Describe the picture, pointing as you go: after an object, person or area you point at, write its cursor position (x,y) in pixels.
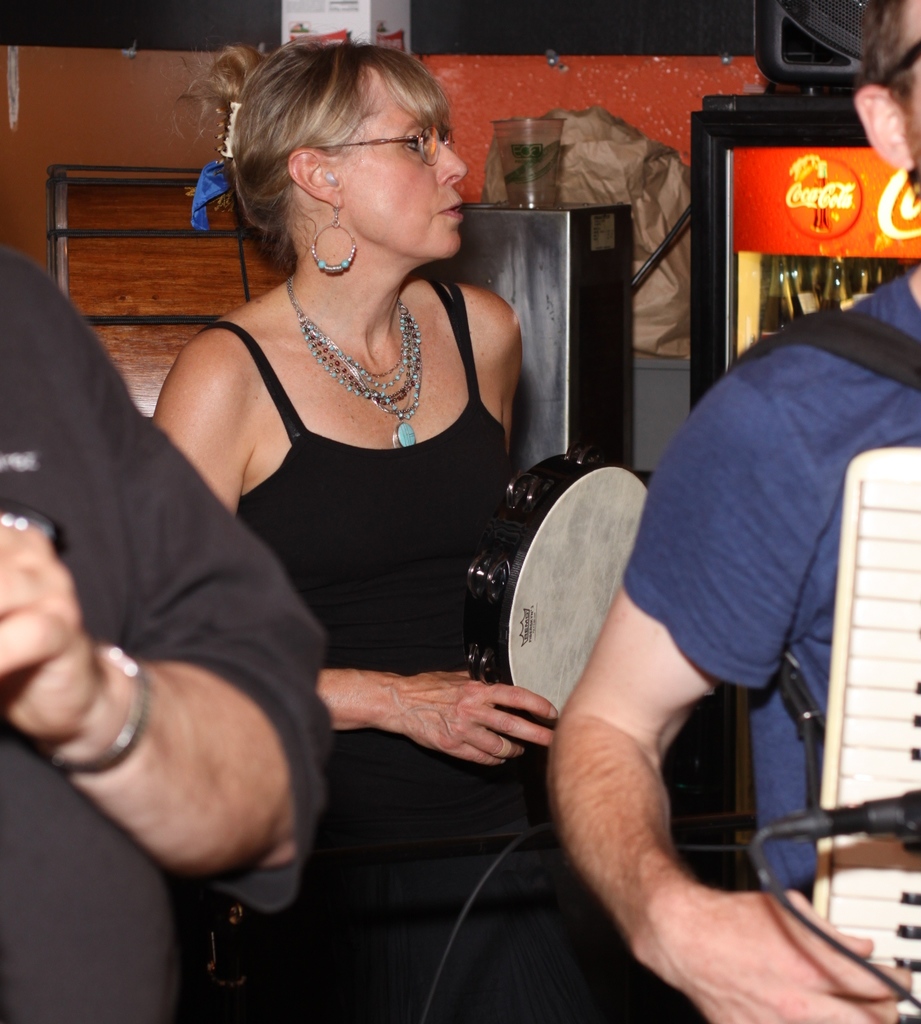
In this picture we can see three persons (54,693) where a woman (217,487) holding a musical instrument (480,583) with her hand (417,698) and beside to her a man (678,969) holding an accordion (919,699) with his hand (802,1011) and in the background (773,233) we can see a glass (549,164), refrigerator (736,208).
